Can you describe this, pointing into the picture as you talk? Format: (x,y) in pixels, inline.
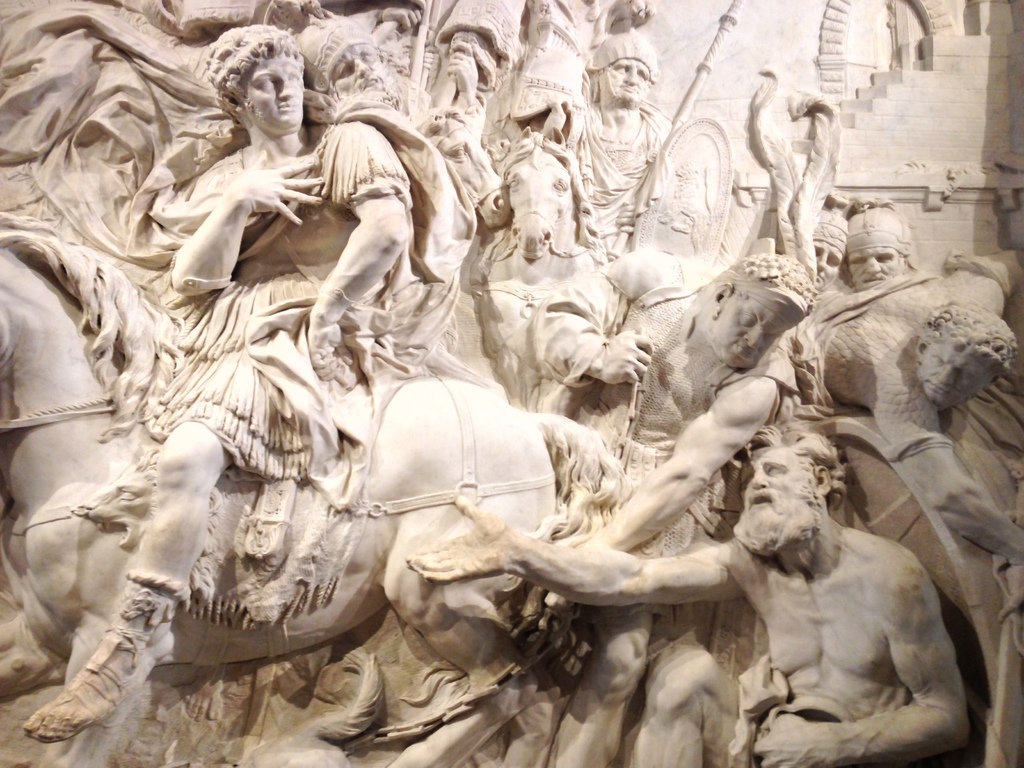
In this image I can see a sculpture (505,420) which is white in color. I can see a person (287,296) sitting on a horse (384,447), few persons (555,325) holding weapons (675,128), a horse (574,210) and few other persons (748,400) in the sculpture (884,104).
